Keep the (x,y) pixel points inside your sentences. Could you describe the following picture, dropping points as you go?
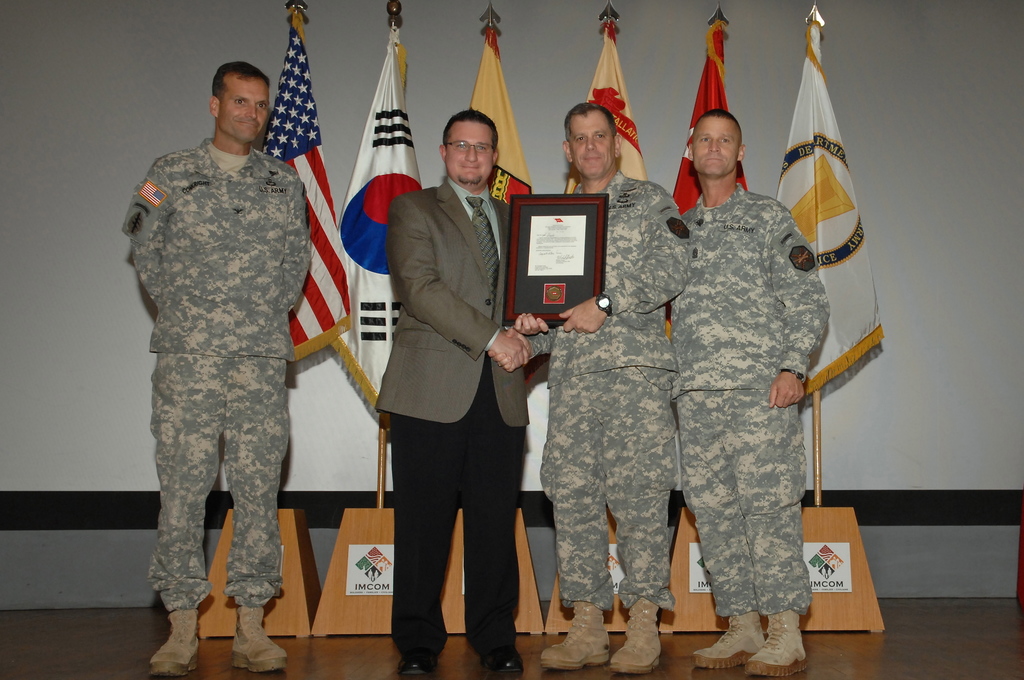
In the picture we can see four men (789,283) are standing on the stage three are in army uniform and one man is in blazer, tie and shirt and he is shaking hands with army person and giving an award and behind them, we can see six different flags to the poles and behind it we can see a wall (992,462) which is white in color.
